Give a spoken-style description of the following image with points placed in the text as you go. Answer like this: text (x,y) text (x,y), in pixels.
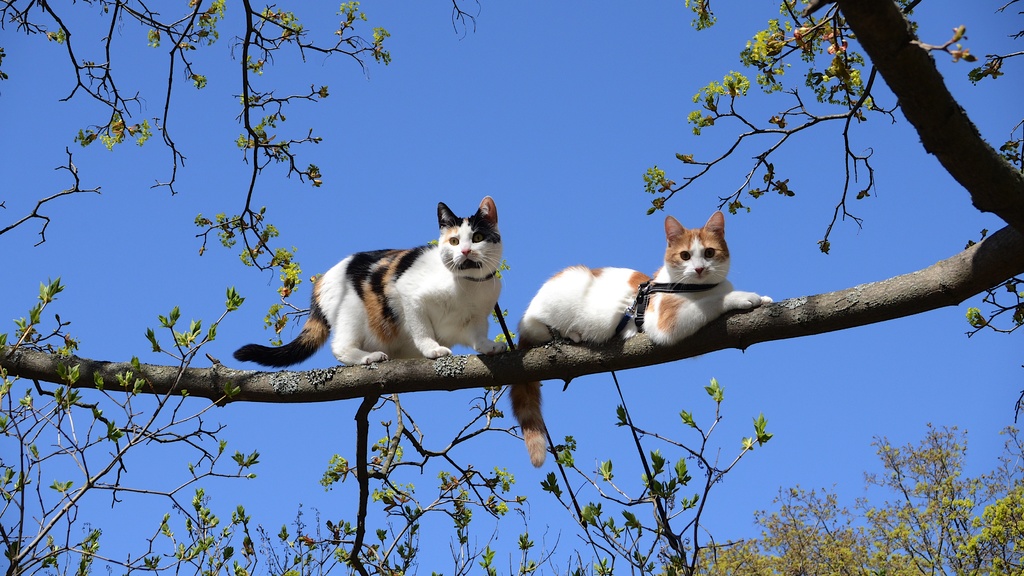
In this picture I can see few branches (917,71) and on this branch (834,306) I see 2 cats (447,290) and I see the stems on which there are leaves (706,117). In the background (818,106) I see the sky (647,23) and on the right bottom of this image (832,512) I see a tree (808,527).
